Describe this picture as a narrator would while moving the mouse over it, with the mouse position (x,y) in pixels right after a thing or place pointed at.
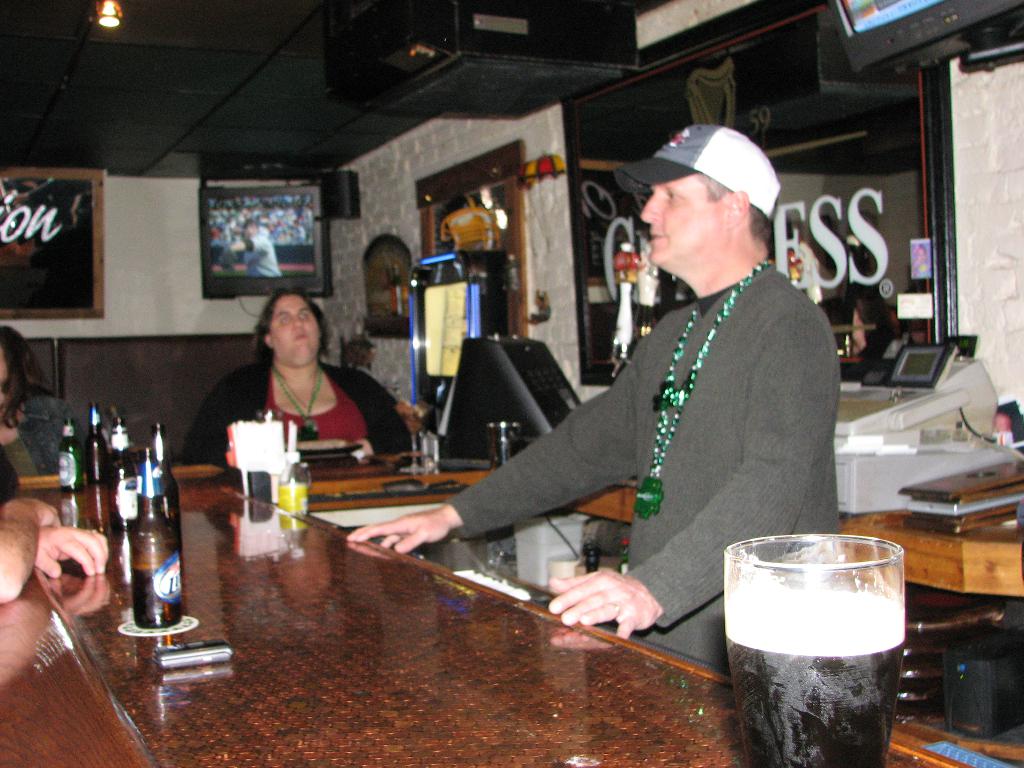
In this image can see a person (697,428) wearing a grey dress (728,398) and hat (684,155) standing in front of the desk (363,565), On the desk (289,617) I can see few Bottles (143,519) and few glasses (814,639), I can see few persons (272,407) sitting on the other side of the desk (93,512). In the background (936,406) I can see a billing machine (904,470) television screen (907,9), a projector (630,39), the ceiling (258,54) the wall (131,258) and the board (71,248).
